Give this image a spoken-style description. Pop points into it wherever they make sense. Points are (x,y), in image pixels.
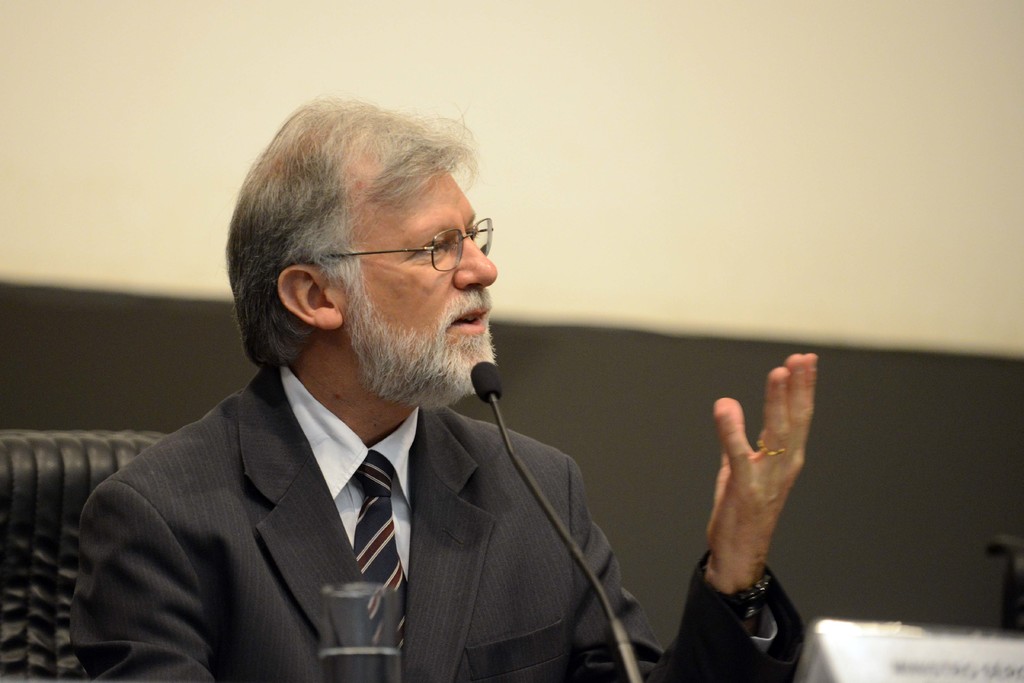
This is the man (276,543) sitting and speaking. He wore a suit (234,528), shirt (335,494), tie (366,493) and spectacles (450,245). I can see a water glass (369,617), mike (497,375) and a name board (814,648). I think this is the wall (736,158).
